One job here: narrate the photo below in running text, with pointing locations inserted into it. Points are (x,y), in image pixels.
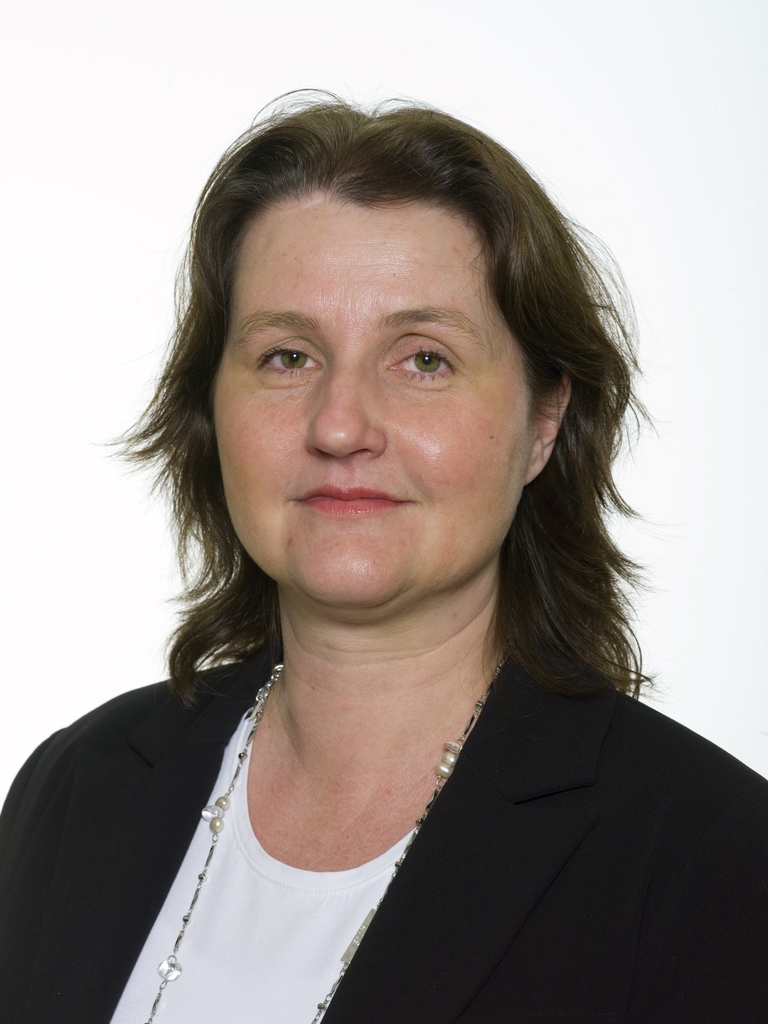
In the image in the center (375,535) we can see one woman (308,699) standing and she is smiling, which we can see on her face (299,463).
